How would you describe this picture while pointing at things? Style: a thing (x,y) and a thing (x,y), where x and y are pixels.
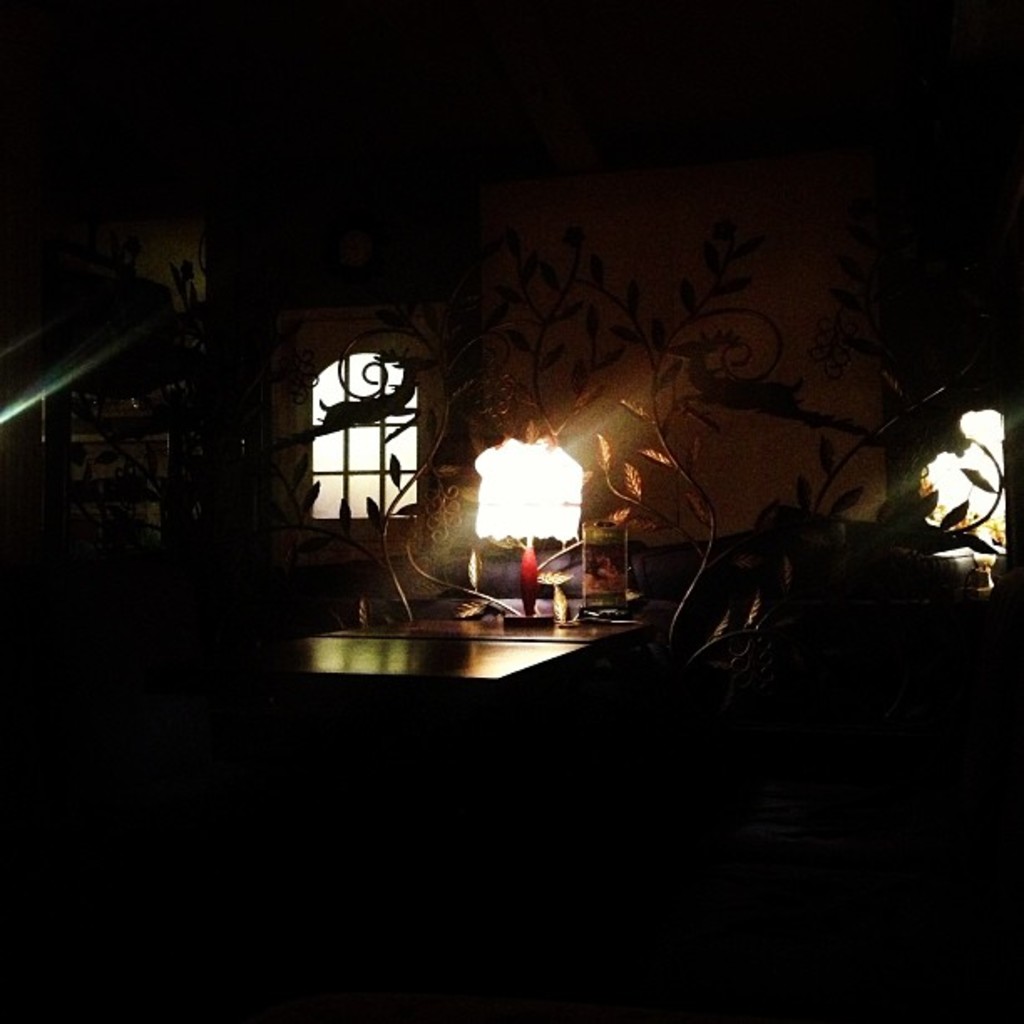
This picture is clicked inside. In the center (560,638) there is a table (313,639) on the top of which some items (525,558) are placed and we can see a window (372,441) and the wall (665,253) and some other items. The background of the image (235,36) is very dark.
